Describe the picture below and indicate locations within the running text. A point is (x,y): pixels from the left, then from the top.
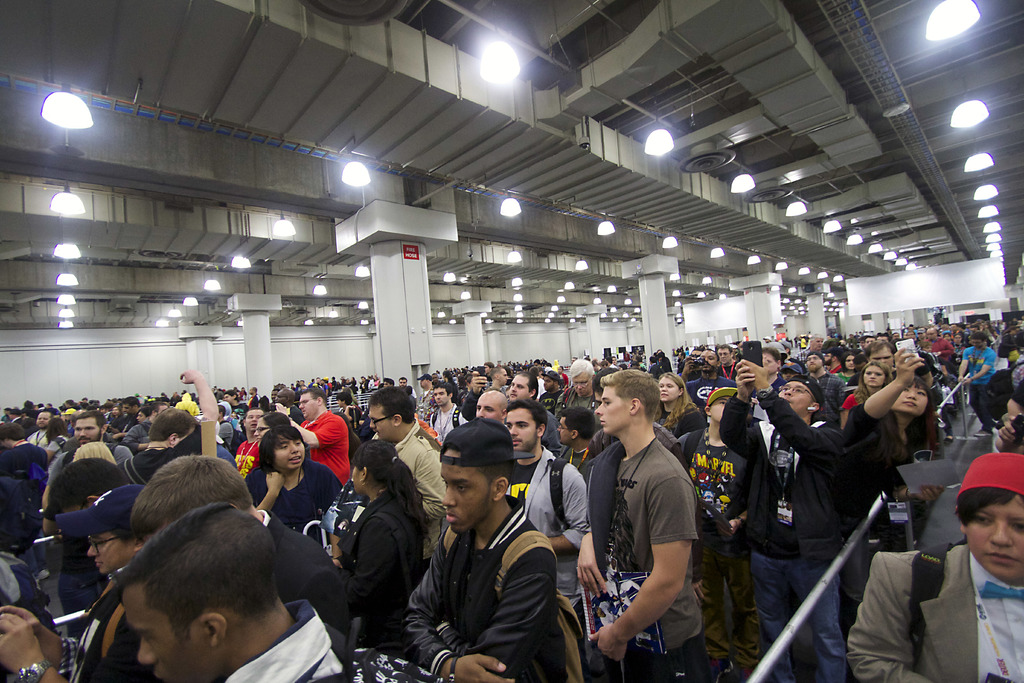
In this image we can see a crowd of people (455,592) standing, among them, some people (665,537) are holding the objects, there are some pillars (596,352) and boards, at the top (477,186) we can see some lights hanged to the pipes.
